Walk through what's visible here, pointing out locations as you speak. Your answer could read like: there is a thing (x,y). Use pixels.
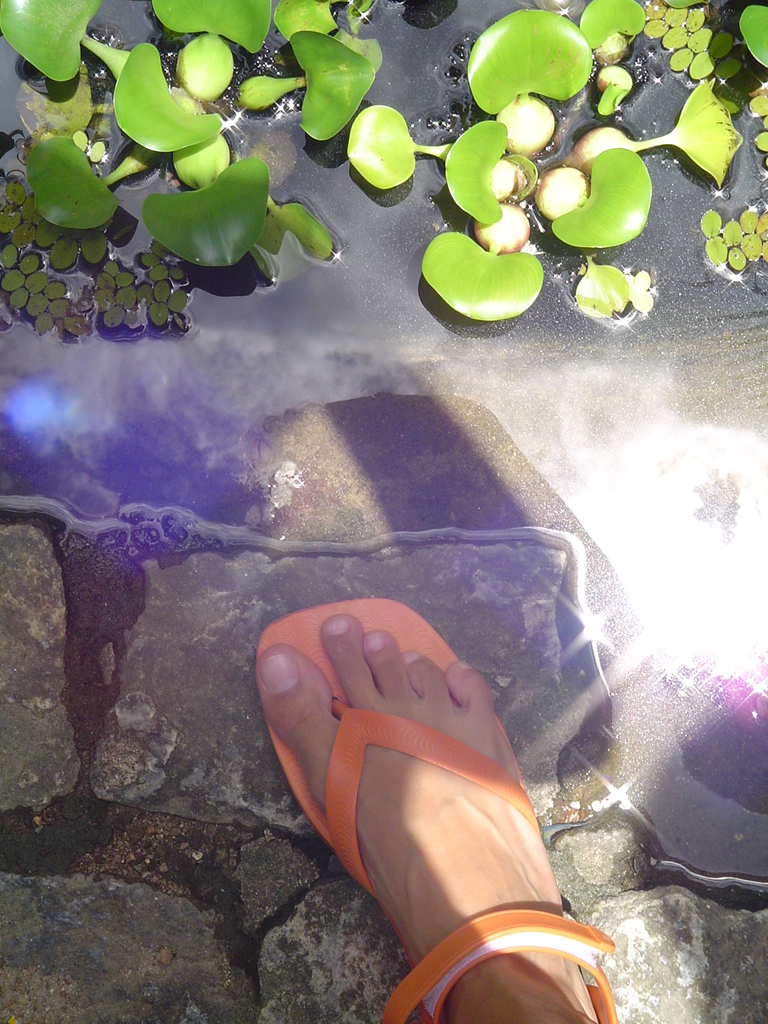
Bottom right side of the image (596,940) there is a leg (451,1000) and footwear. Top of the image (401,27) there is water (416,10), in the water (423,1) there are some plants (189,91).
